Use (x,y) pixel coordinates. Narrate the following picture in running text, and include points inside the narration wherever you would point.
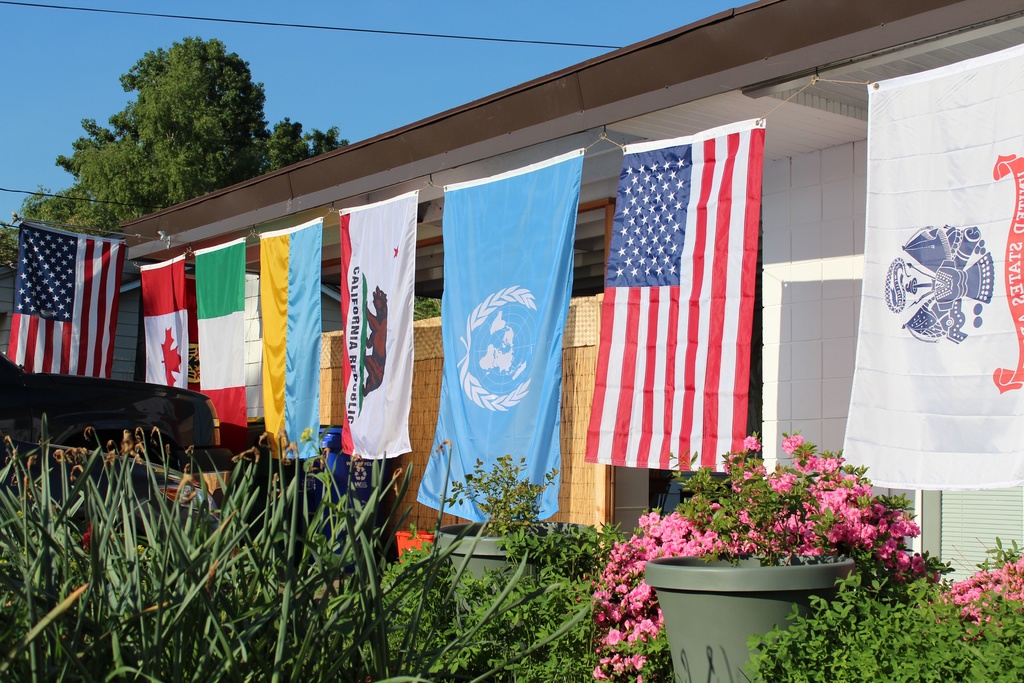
In this image there are plants (415,551), flowers (608,612), house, flags (975,330), tree (35,202), and in the background (2,124) there is sky (268,87).
